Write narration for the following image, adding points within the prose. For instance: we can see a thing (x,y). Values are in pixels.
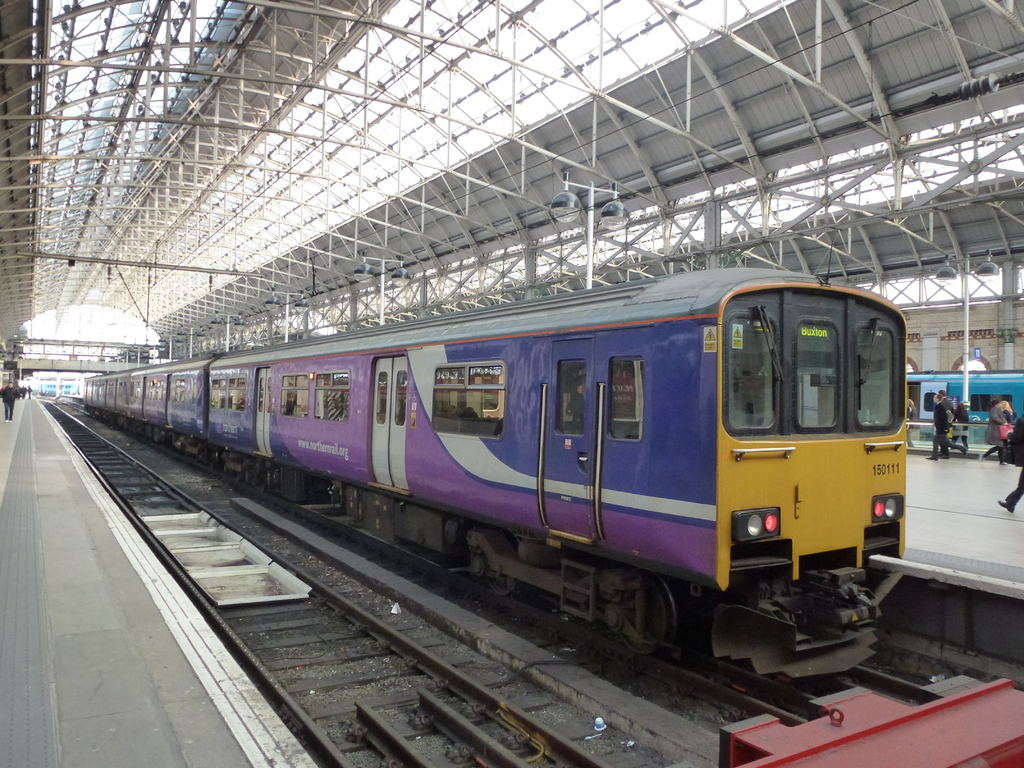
In this image, we can see a train (634,513) is on the track (774,706). Here we can see another track (327,670). On left side (208,663) and right side (979,510) we can see platforms (937,595), few peoples (992,407). Here we can see a blue color train (974,385). In this image, we can see glass windows (383,377), doors (396,436), some stickers (741,345), windshield wipers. Top of the image (694,126), there is a shed roof (336,131) with rods (329,130). Here we can see few poles (589,245) with lights (564,211).
